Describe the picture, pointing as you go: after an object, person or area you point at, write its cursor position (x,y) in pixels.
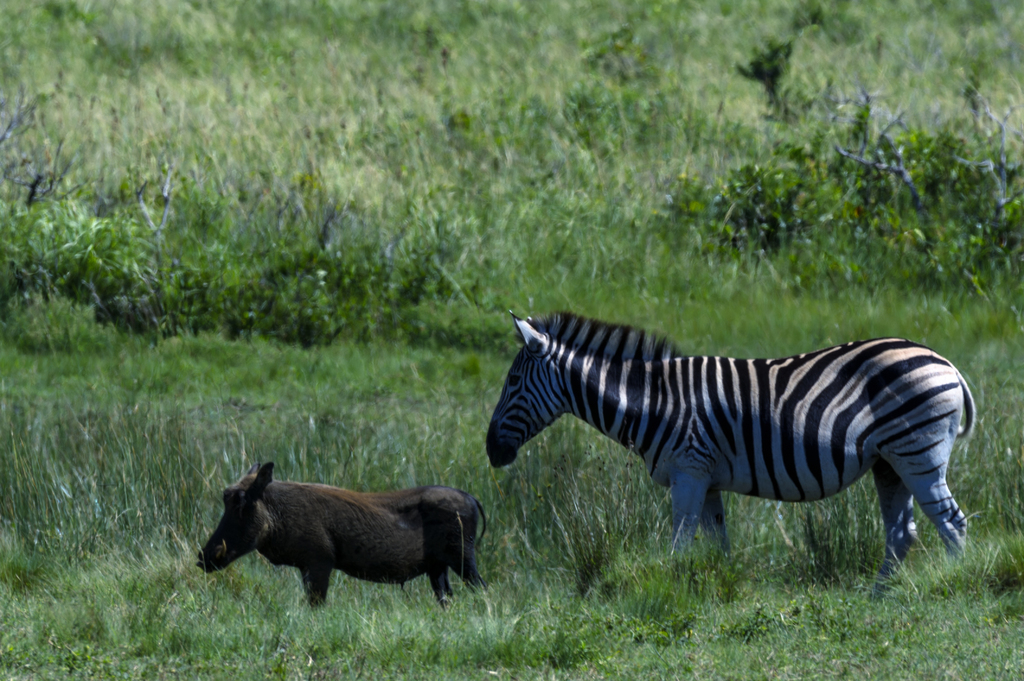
In this image there is a zebra (827,389) and warthog (455,543) on the surface (175,383) of the grass (392,162).
